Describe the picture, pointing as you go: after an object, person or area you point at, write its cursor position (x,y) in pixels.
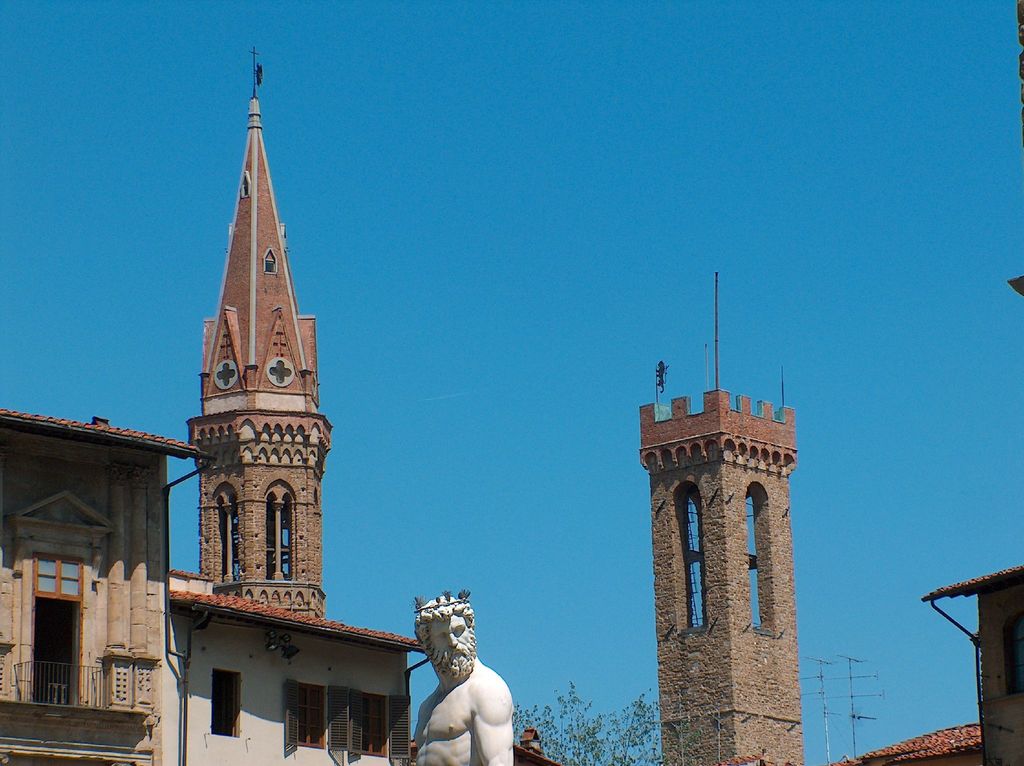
In the middle of the image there is a person statue (442,754). At the left corner of the image (105,574) there is a building (129,665) with walls (147,645), door (53,617) and roof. Beside the building (88,509) there is another building (344,625) with windows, walls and roofs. In the background (763,524) there are towers (774,590) with brick walls (738,542). And also there are trees (590,734) and electrical pole (849,673) with wires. At the top of the image (203,180) there is a sky (446,316).
